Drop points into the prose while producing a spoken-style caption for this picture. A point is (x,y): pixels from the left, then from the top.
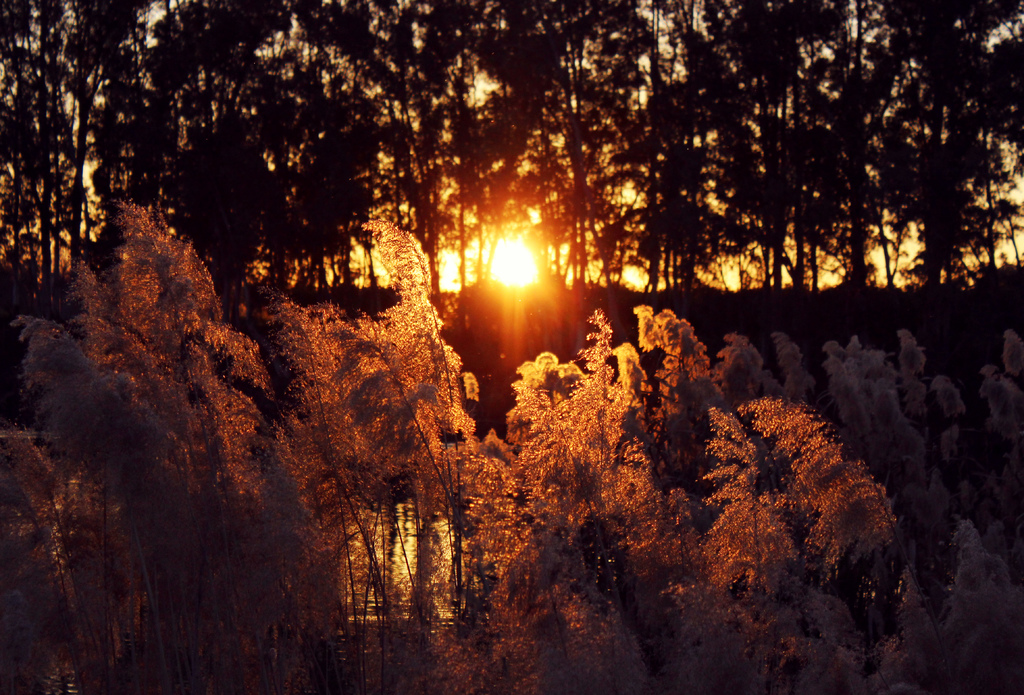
In this picture we can see the sun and trees (517,113). At the bottom portion of the picture (472,489) we can see plants (308,517).
